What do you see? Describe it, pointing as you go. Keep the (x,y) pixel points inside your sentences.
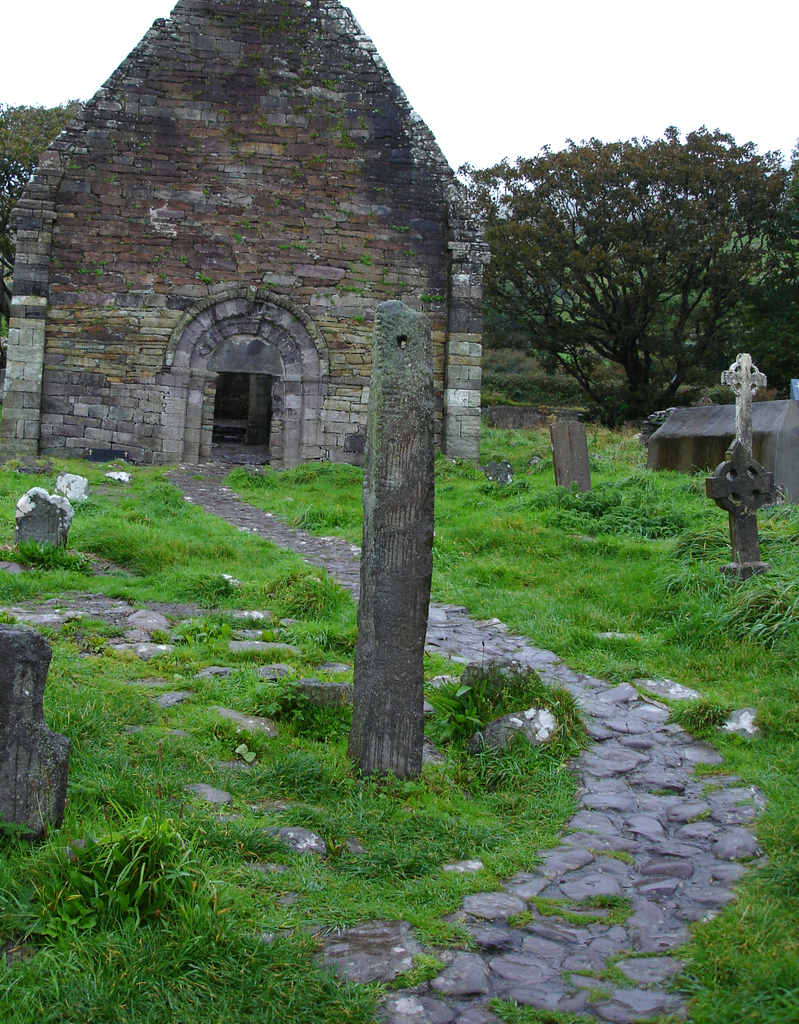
In this picture we can observe a stone wall (174,261). There is a pole (379,484). We can observe some grass (254,699) and stones (58,488) here. In the background (544,317) there are trees (606,213) and a sky (542,92).
